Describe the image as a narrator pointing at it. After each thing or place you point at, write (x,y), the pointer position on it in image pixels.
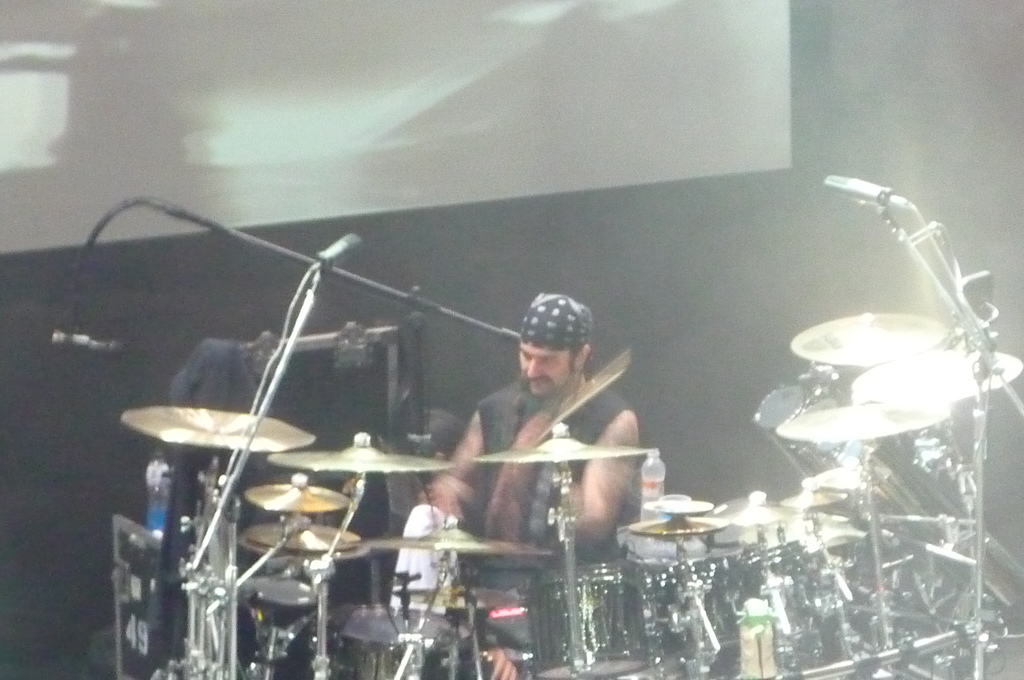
In this image I can see a person (438,500) is playing musical instruments (869,577) on the stage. In the background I can see a screen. This image is taken may be in a concert.
